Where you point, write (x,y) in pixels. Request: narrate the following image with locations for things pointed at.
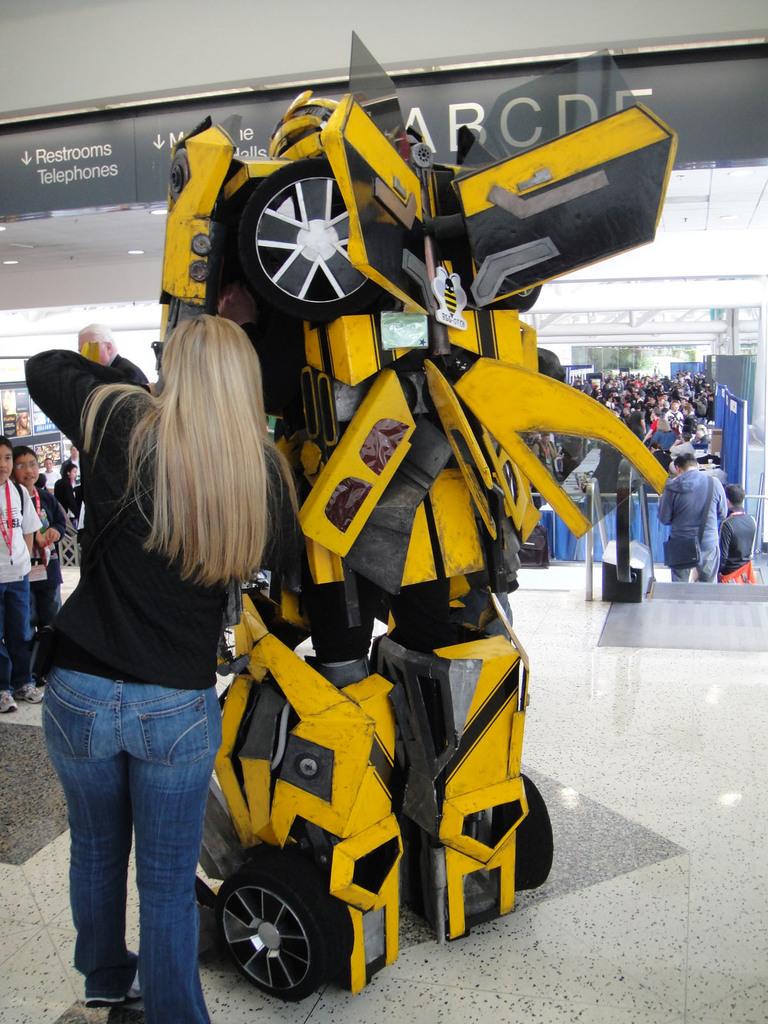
In this image, in the foreground (434,817) we can see a person (250,385) standing, and a robotic car (312,377) and at the back (698,401) there are many people (708,411) standing.
